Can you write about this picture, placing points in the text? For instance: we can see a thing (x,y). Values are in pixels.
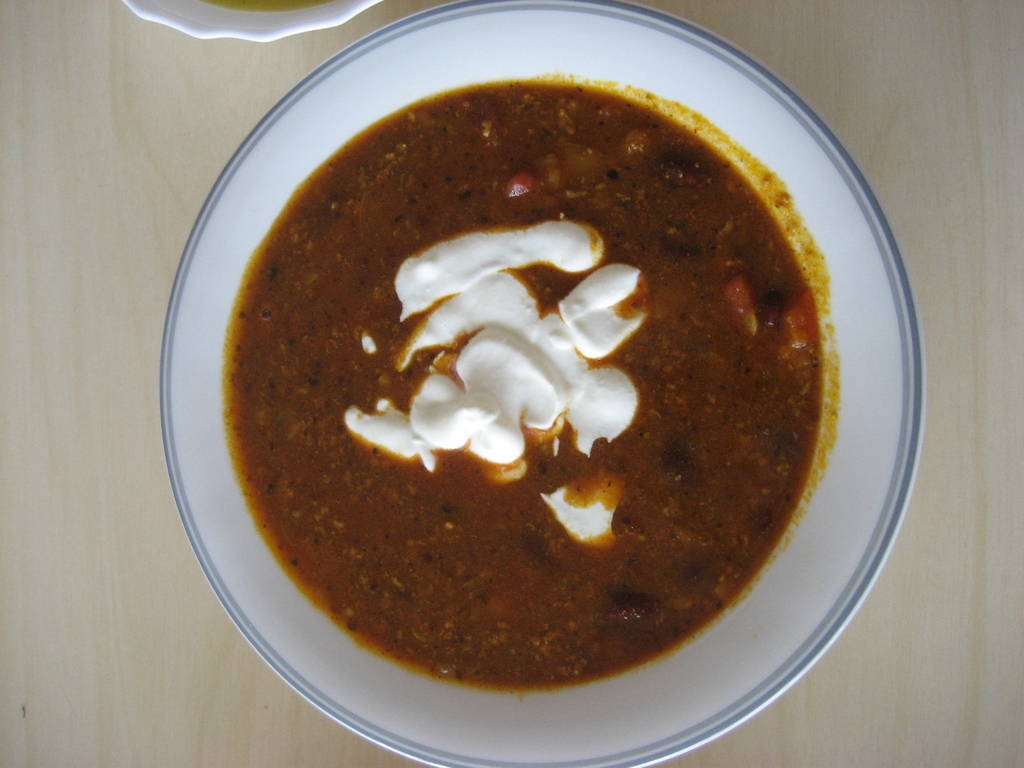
In this picture I can see the bowl (496,36) and cup (197,25) which is kept on the table (128,405). In that bowl (333,81) I can see the food item (501,382).
